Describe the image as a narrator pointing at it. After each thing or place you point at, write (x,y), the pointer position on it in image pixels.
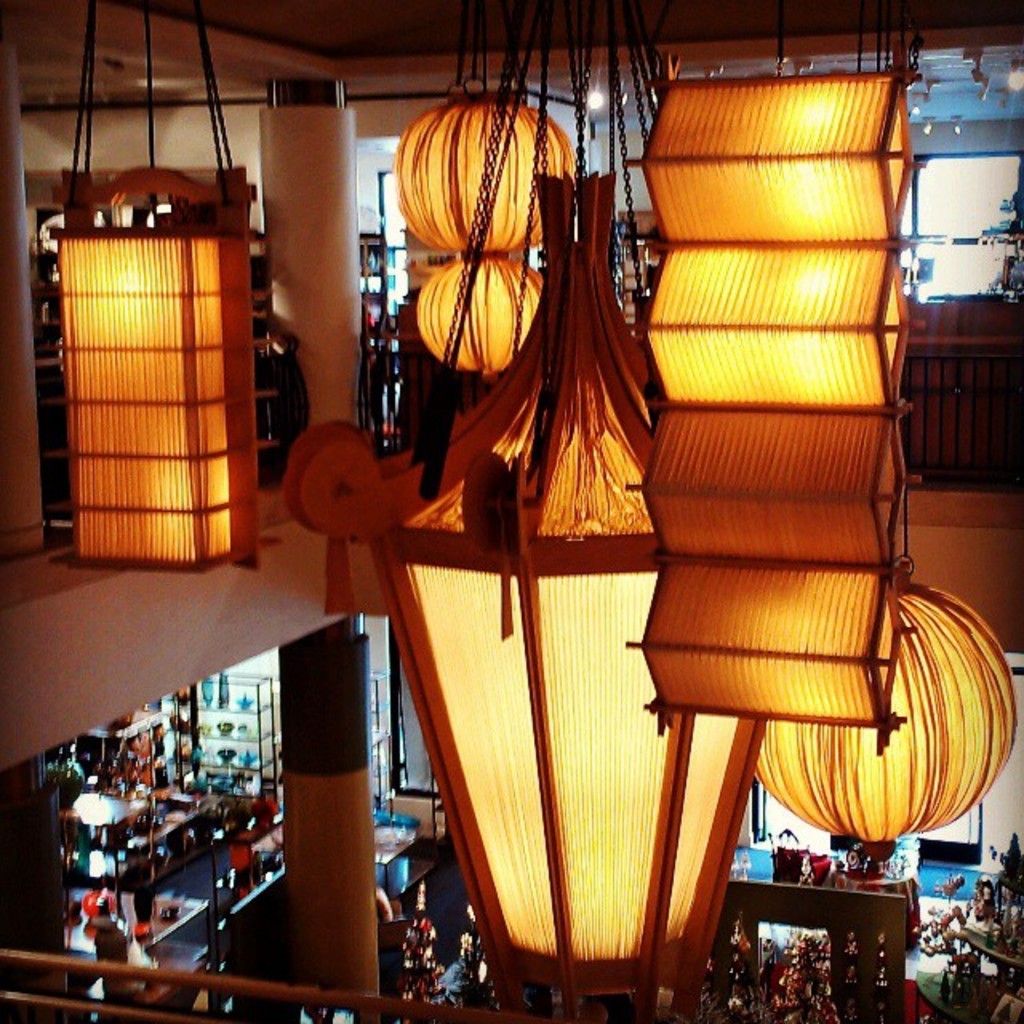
In this image we can see the pillar (285,305), some objects (487,324) hanging and we can also see some objects (818,976) at the bottom (827,964).
